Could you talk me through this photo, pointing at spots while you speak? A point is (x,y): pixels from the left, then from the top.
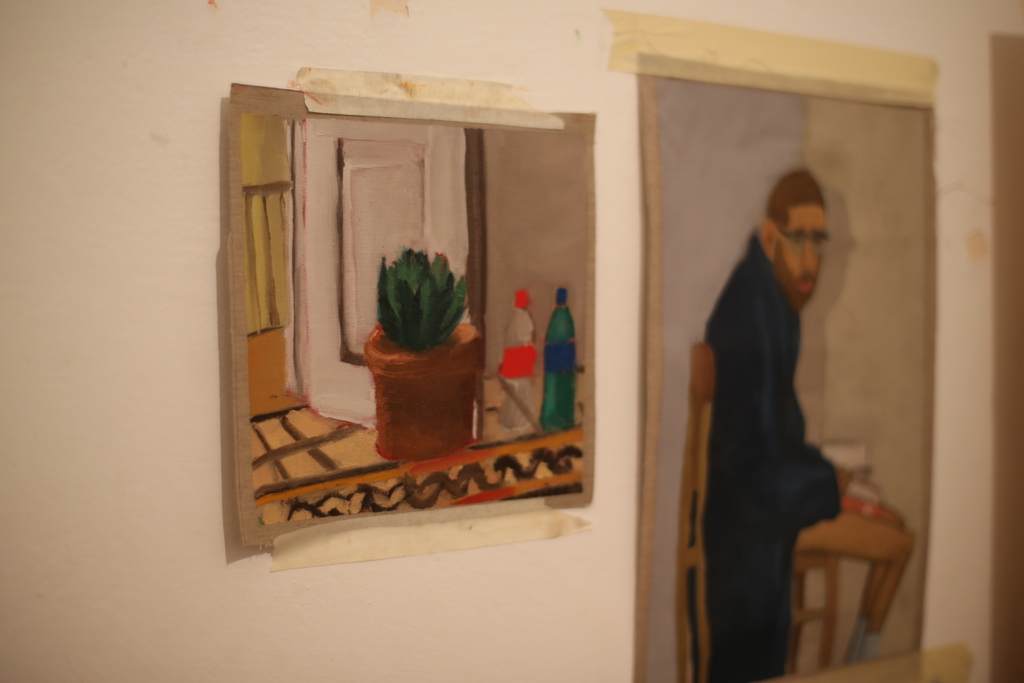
In this image, we can see painting (524,360) on the boards (333,285), which are placed on the wall (209,628).
